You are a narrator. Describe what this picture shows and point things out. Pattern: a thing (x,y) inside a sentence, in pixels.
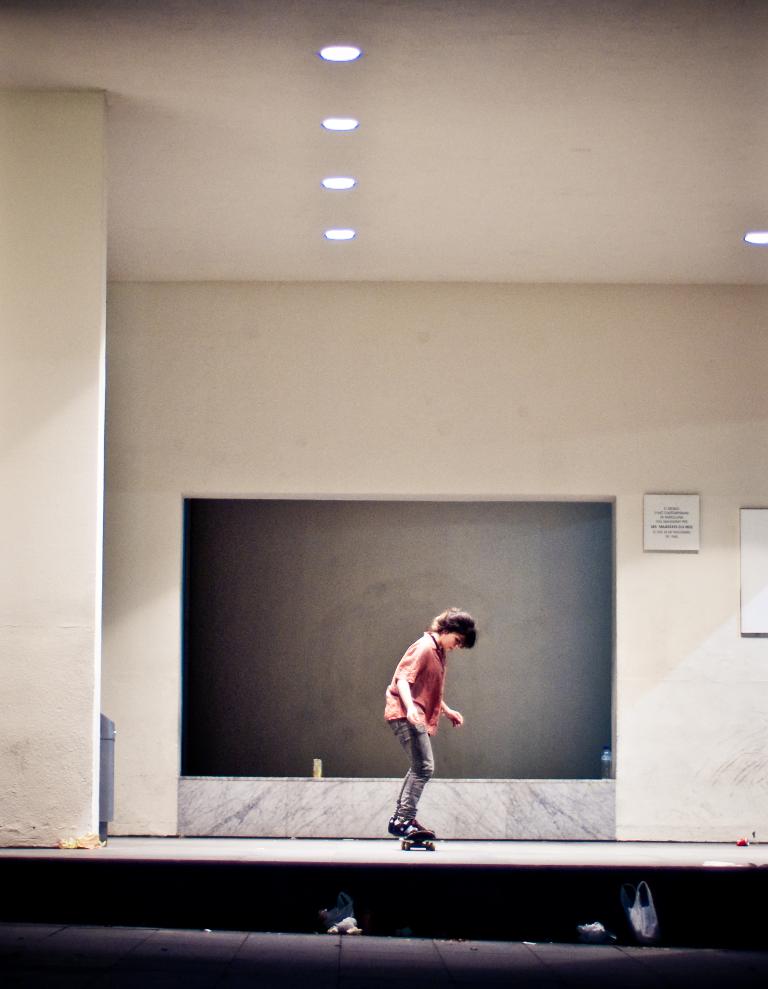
In this image I can see a person (430,689) wearing red shirt (434,674), pant (431,735) and black shoe (395,822) is standing on the skateboard (411,838) which is on the floor (440,840). In the background (417,387) I can see the white colored wall (387,406), few boards (682,507) attached to the wall (737,556), the ceiling (651,203) and few lights (350,50) to the ceiling (379,182).
